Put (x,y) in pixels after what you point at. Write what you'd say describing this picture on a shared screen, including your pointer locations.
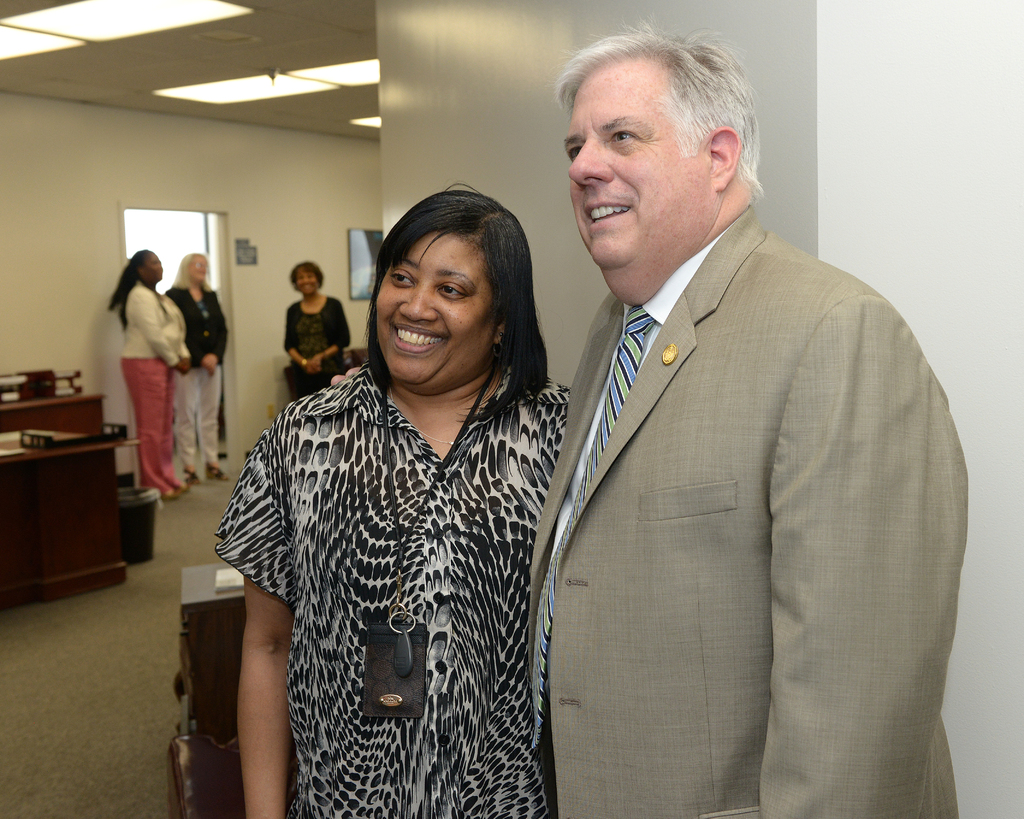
In this image there is a man (633,357) and a woman (447,322) standing with a smile (424,329) on their face (603,194), behind them there are three other women (132,316) standing with a smile on their face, beside them there are tables (89,476) and a trash can (129,506) on the floor (158,539).
